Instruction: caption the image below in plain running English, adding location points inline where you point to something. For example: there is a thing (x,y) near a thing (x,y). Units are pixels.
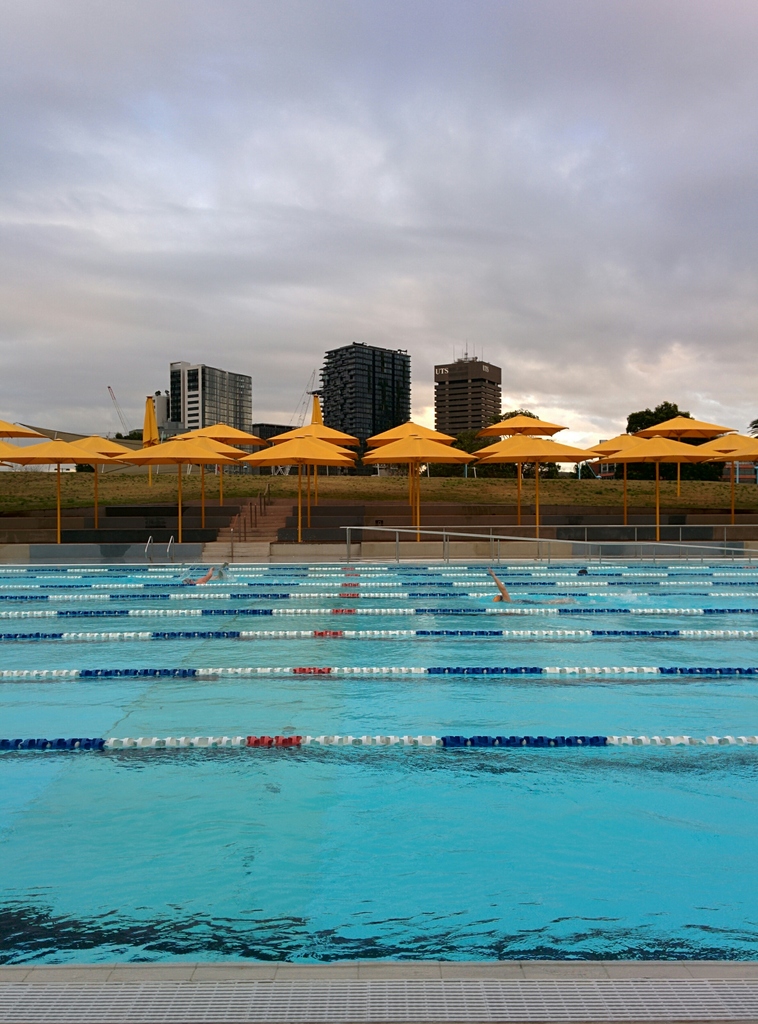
This is the picture of a swimming pool (532,641). In the foreground (532,641) there is a swimming pool (425,714). At the back (735,454) there are umbrellas (308,453) and handrails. At the back (370,378) there are buildings (386,378), trees (666,417) and cranes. At the top (423,153) there is sky (564,381) and there are clouds (266,410).
